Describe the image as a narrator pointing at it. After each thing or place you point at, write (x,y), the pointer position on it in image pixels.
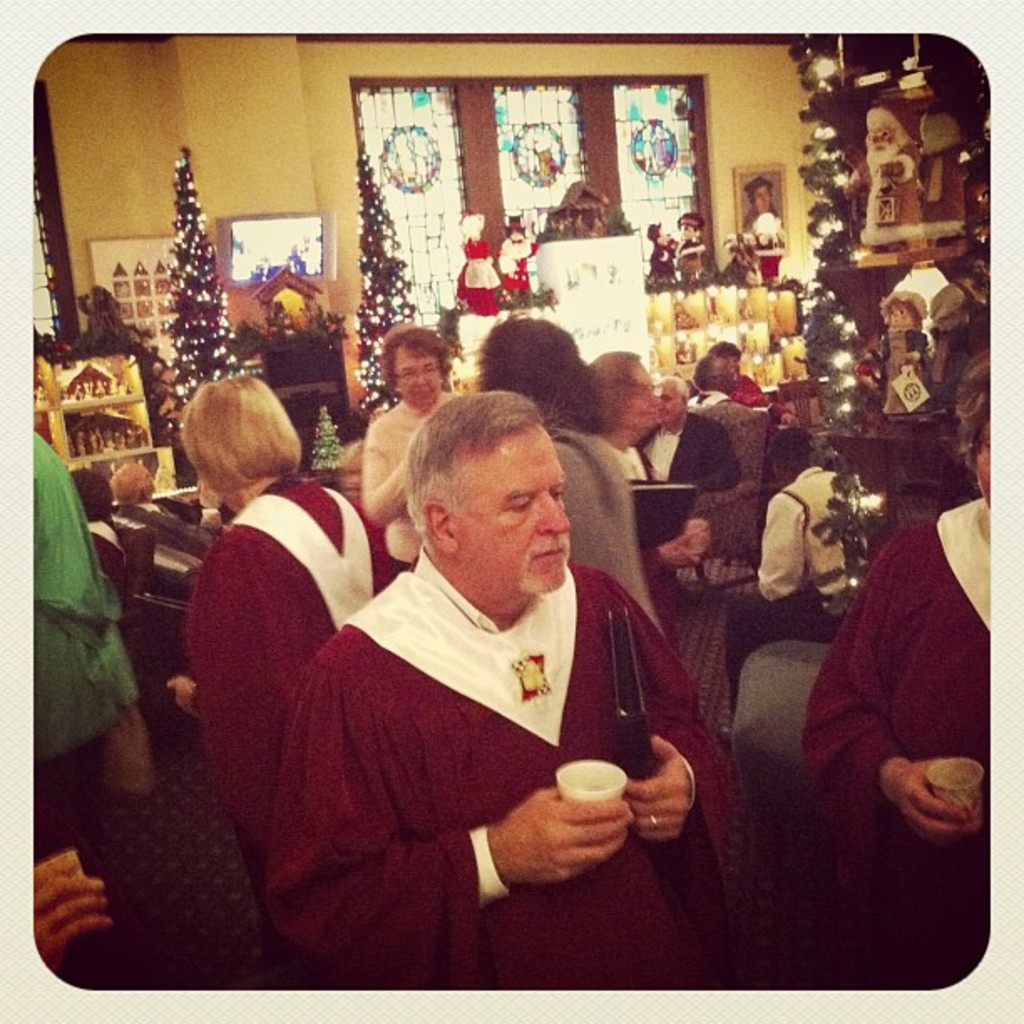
In the picture we can see some people (907,802) are standing and holding a glasses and one man (298,728) is also holding a book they are in costumes (849,936) and behind them also we can see some people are standing and talking to each other and behind it we can see some Christmas trees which are decorated with lights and beside it we can see some dolls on the desk (768,337) and behind it we can see a wall (75,140) with windows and glasses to it and beside it we can see a photo frame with a image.
